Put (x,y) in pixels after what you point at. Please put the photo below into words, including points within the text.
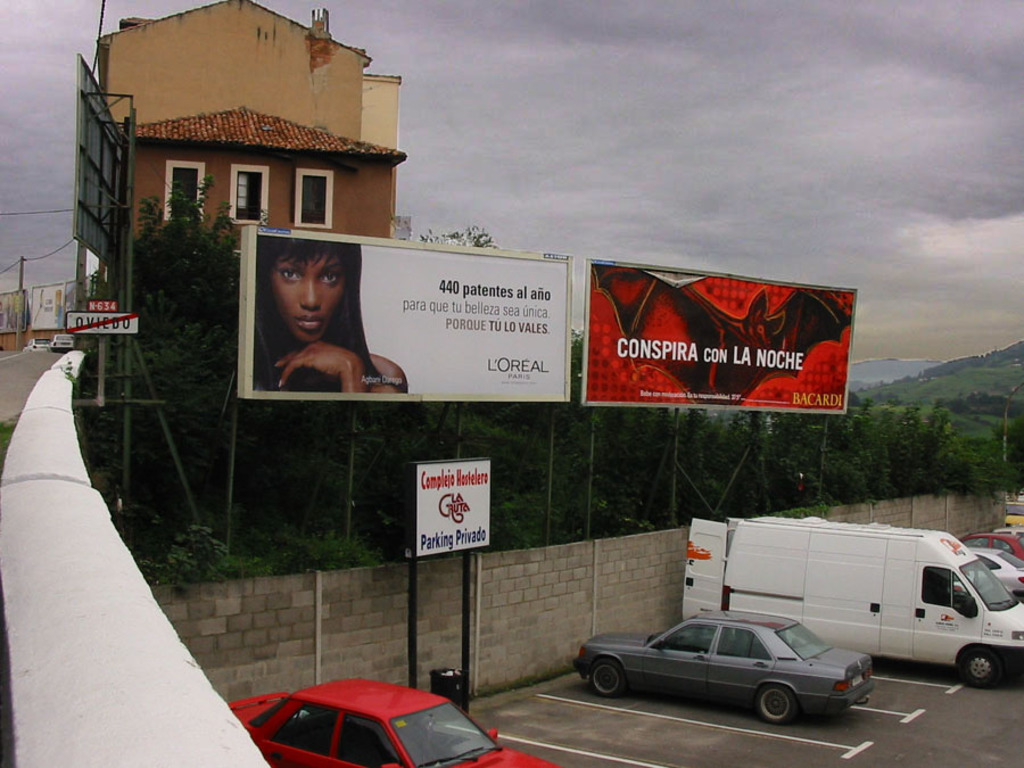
On the left side of the image (204,144) we can see a house (183,42), a board (342,301) and some trees (214,269). In the middle of the image (507,345) we can see a board (483,460) and cars (749,674) which are parked. On the right side of the image (888,448) we can see trees (930,447), hills (905,373) and a van (968,568).
